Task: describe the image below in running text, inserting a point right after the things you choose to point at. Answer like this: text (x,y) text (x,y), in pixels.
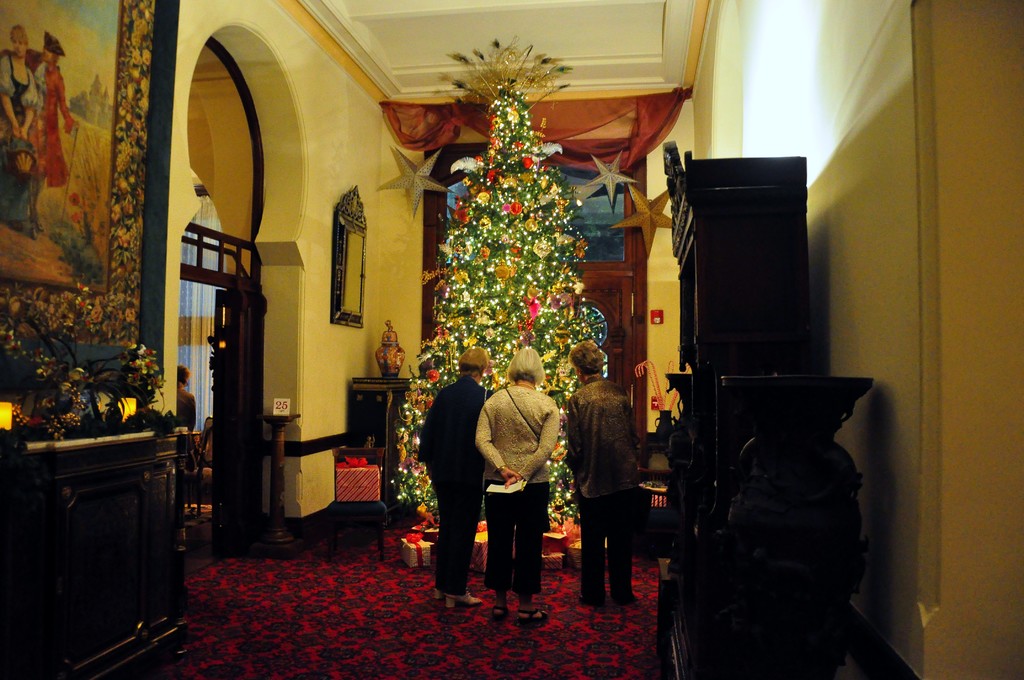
This is a picture taken in a house (854,423). on the right side (751,367) there is a closet (759,271). in the center of the picture (517,440) there are people (525,435) standing and there are gifts (417,535), desk (382,389), mirror (355,263), stars (642,215), curtain (445,123), door (601,285) and a Christmas tree (496,264). on the left (17,29) there are flower vase (100,381), frame (90,194), desk (110,479), door (242,367), table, curtain (208,310) and a person (193,417).
